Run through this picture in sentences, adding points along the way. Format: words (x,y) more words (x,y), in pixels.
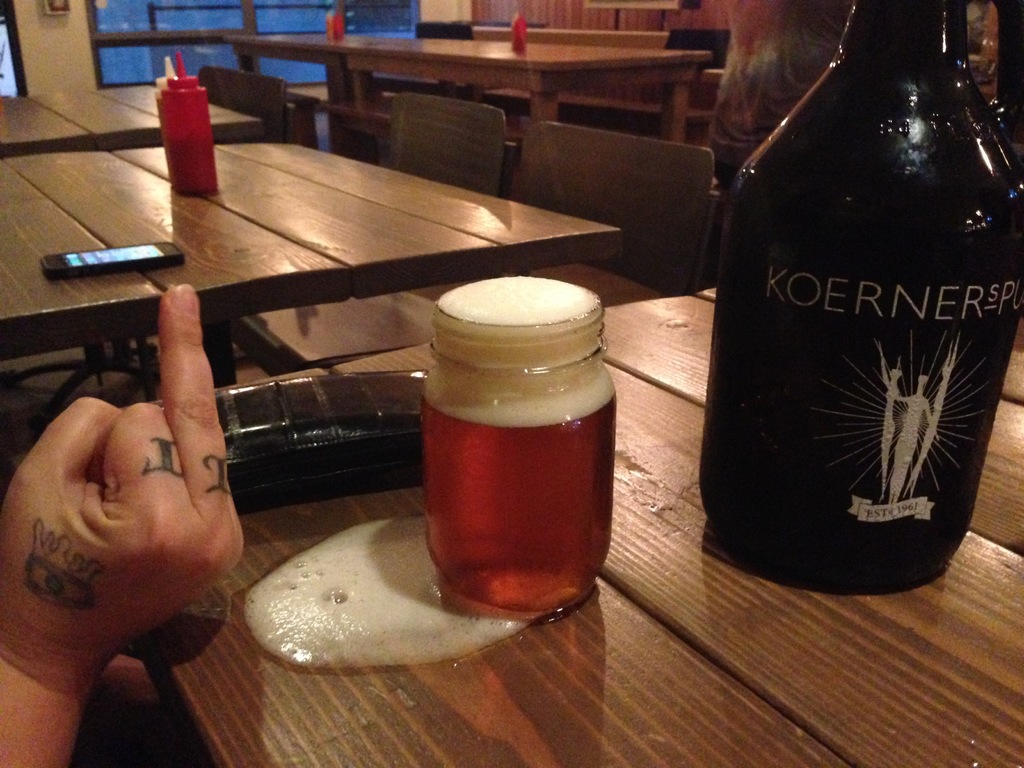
In the image there are tables (383,274), on tables (345,233) we can see bottle (198,161), glass bottle (799,246) on which it is labelled as KOERNER, jar (537,463), mobile (145,253). On left side (89,432) we can also see a hand (70,515), in background (170,29) there is a window (323,10) which is closed and a wall (74,45) which is in white color.
